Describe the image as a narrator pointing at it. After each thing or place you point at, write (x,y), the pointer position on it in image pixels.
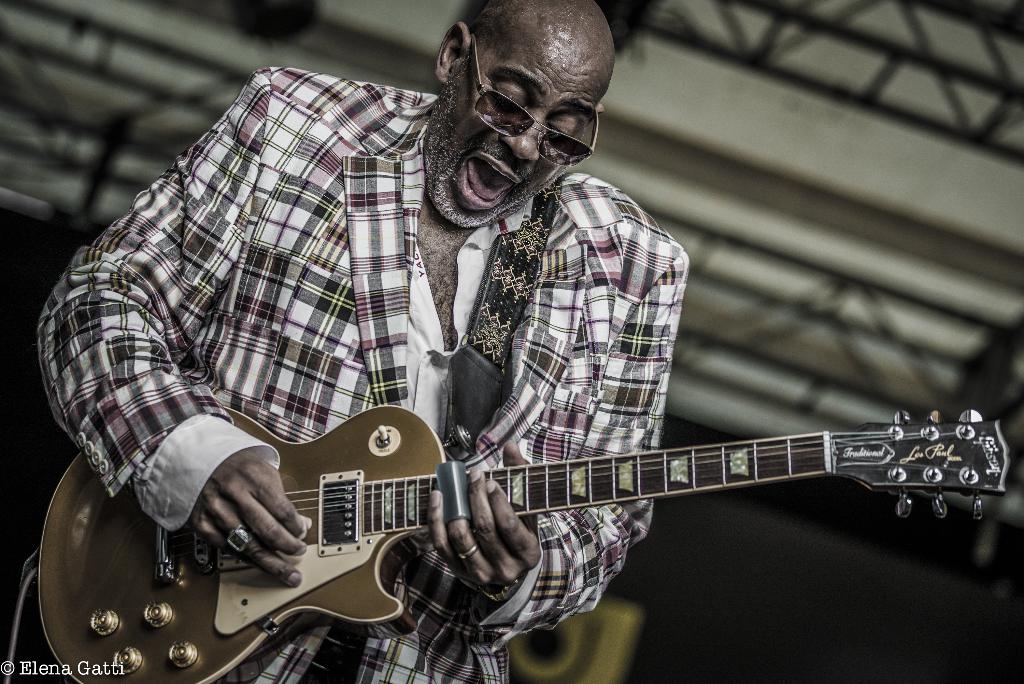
This image consists of a man (582,375) who is holding a guitar (807,458) in his hand (486,556). He is wearing specs (592,146) and he is singing something.
